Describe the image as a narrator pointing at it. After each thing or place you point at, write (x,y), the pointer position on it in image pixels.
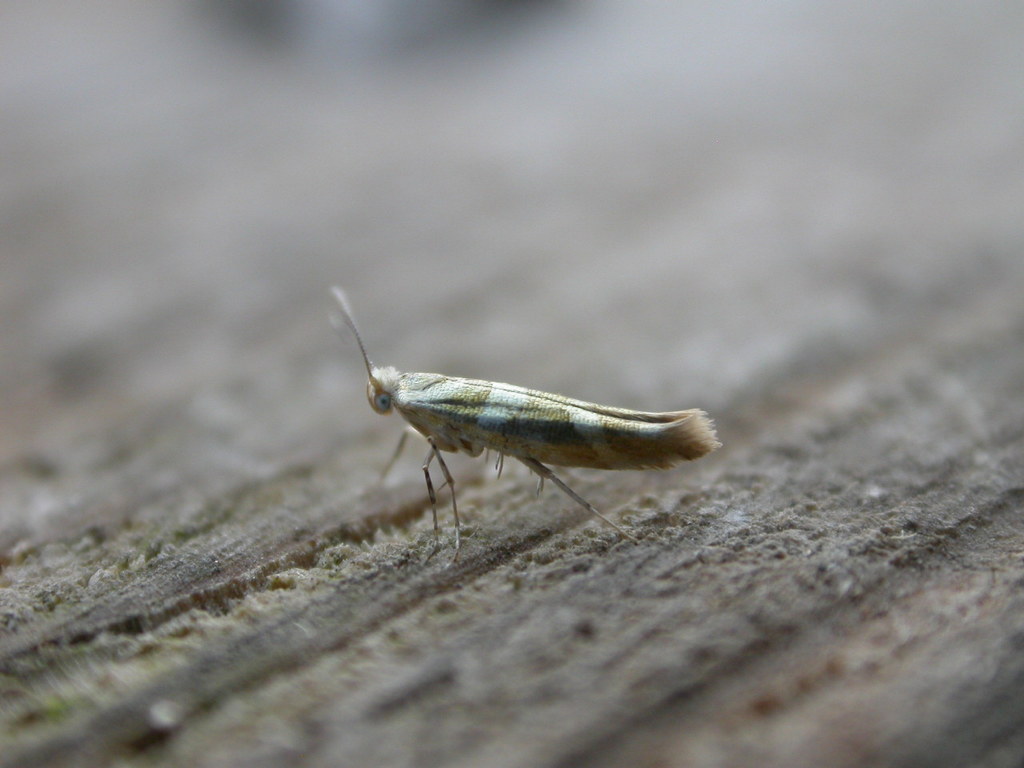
In this picture I can see an insect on an object (921,508).
